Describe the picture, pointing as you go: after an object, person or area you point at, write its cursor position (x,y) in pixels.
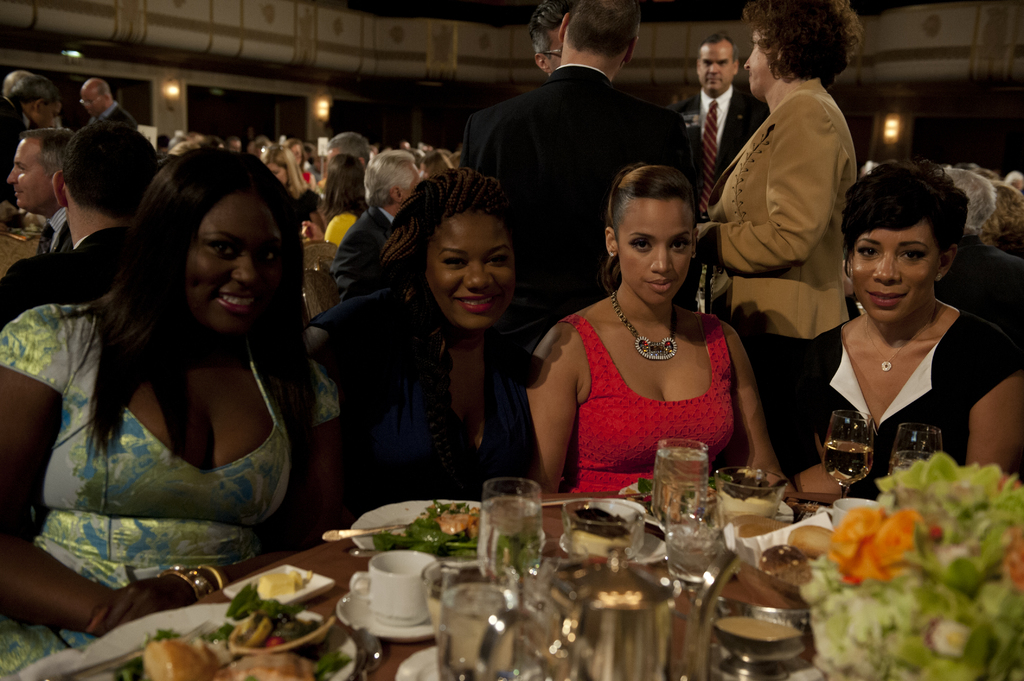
In this image we can see group of people (420,377) are sitting, and smiling, in front (810,551) here is the table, plates (385,519), glasses (527,568), and food item (278,657) on it, at the back (526,228) here are the persons (509,181) standing, here is the light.
